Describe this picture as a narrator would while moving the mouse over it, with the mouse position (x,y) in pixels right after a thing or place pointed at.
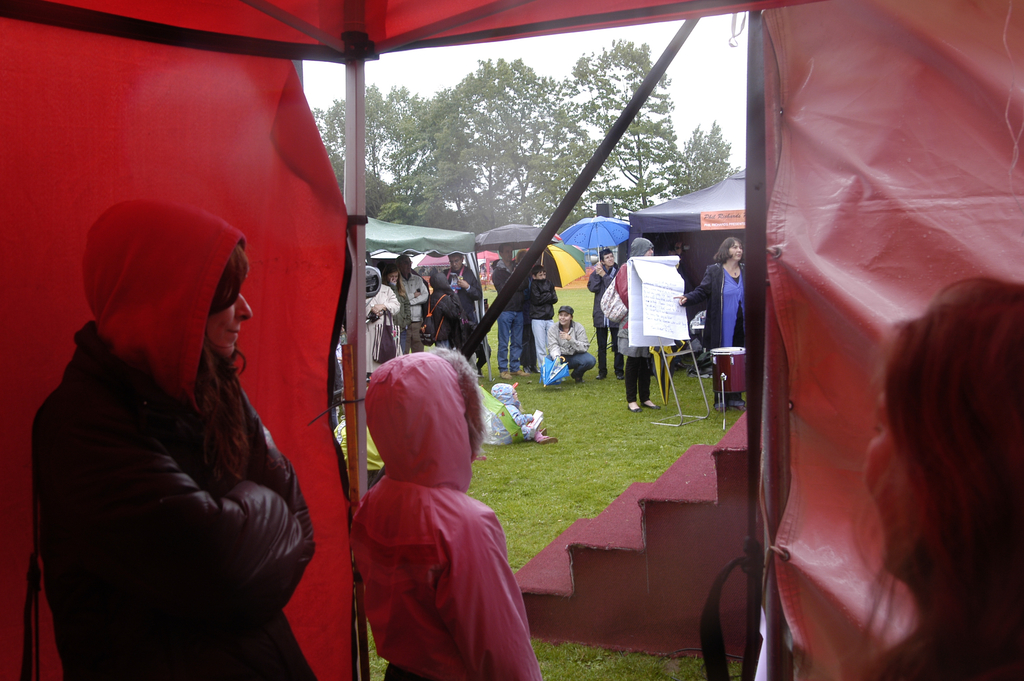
In this picture I can observe red color tent (269,208). In the middle of the picture (641,316) I can observe a stand (662,341) to which charts (649,299) are fixed. I can observe some people (422,299). There are men (523,323) and women (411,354) in this picture.
